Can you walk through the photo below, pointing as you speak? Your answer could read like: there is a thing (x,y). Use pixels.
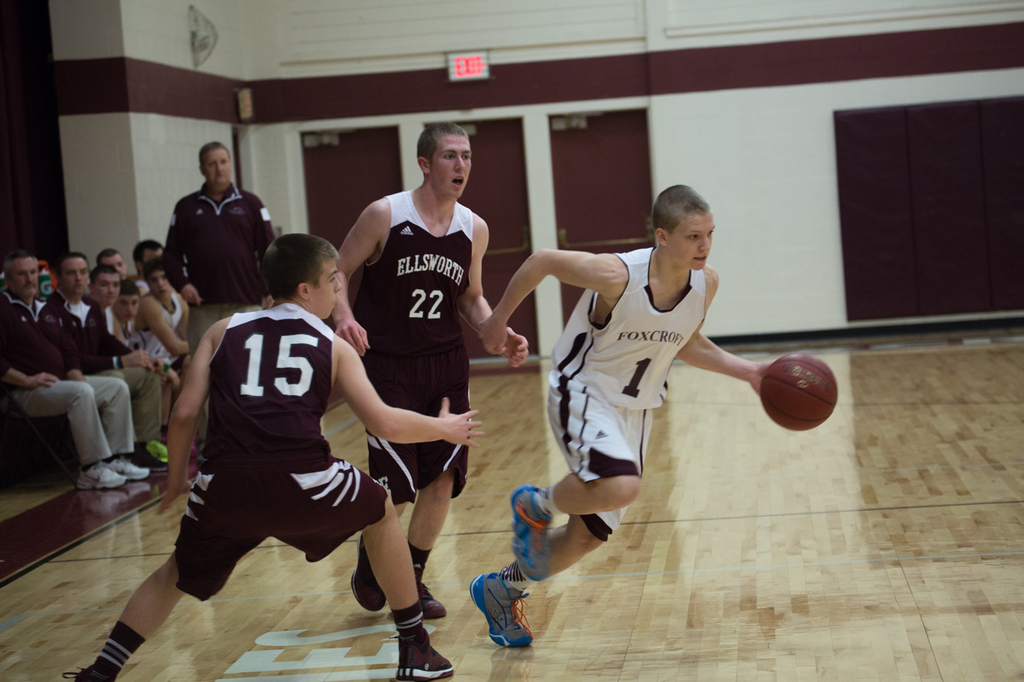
In the foreground of the image (439,375) there are people (322,504) playing basketball. At the bottom of the image (711,610) there is wooden flooring (569,604). To the left side of the image (118,394) there are people (158,363) sitting and there is a person (185,241) standing. In the background of the image (636,82) there is a wall (904,36). There is a board (473,57) with some text (462,69) on it.
